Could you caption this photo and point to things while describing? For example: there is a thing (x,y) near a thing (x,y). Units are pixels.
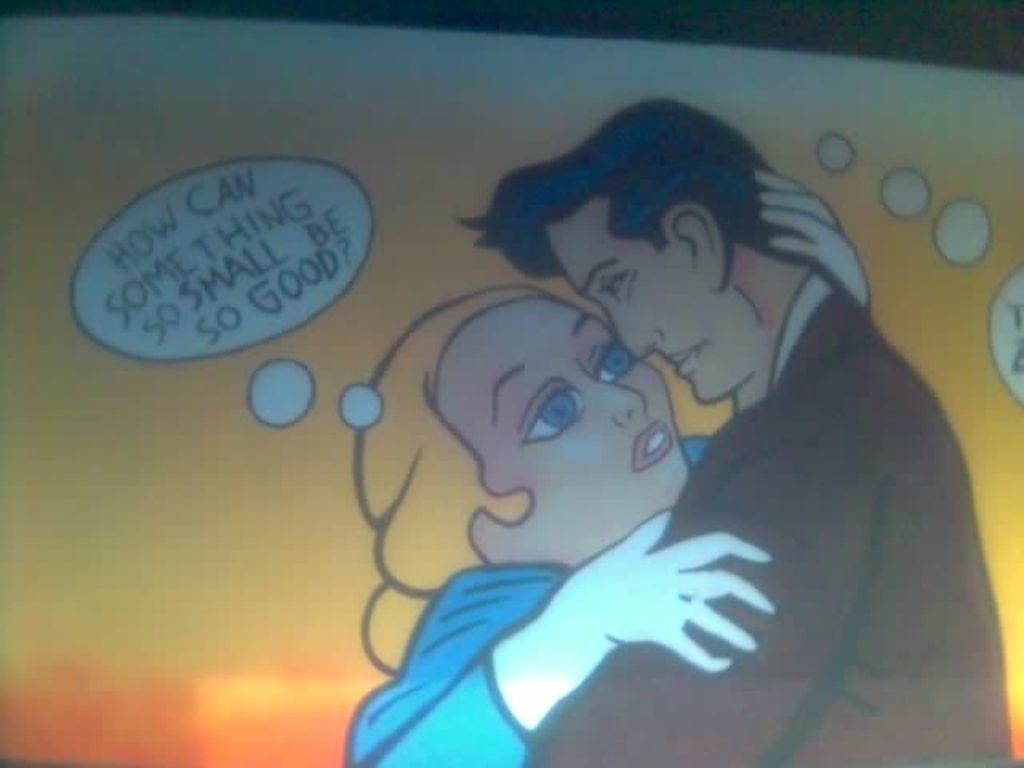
In the image two persons (838,344) are standing and hugging.
